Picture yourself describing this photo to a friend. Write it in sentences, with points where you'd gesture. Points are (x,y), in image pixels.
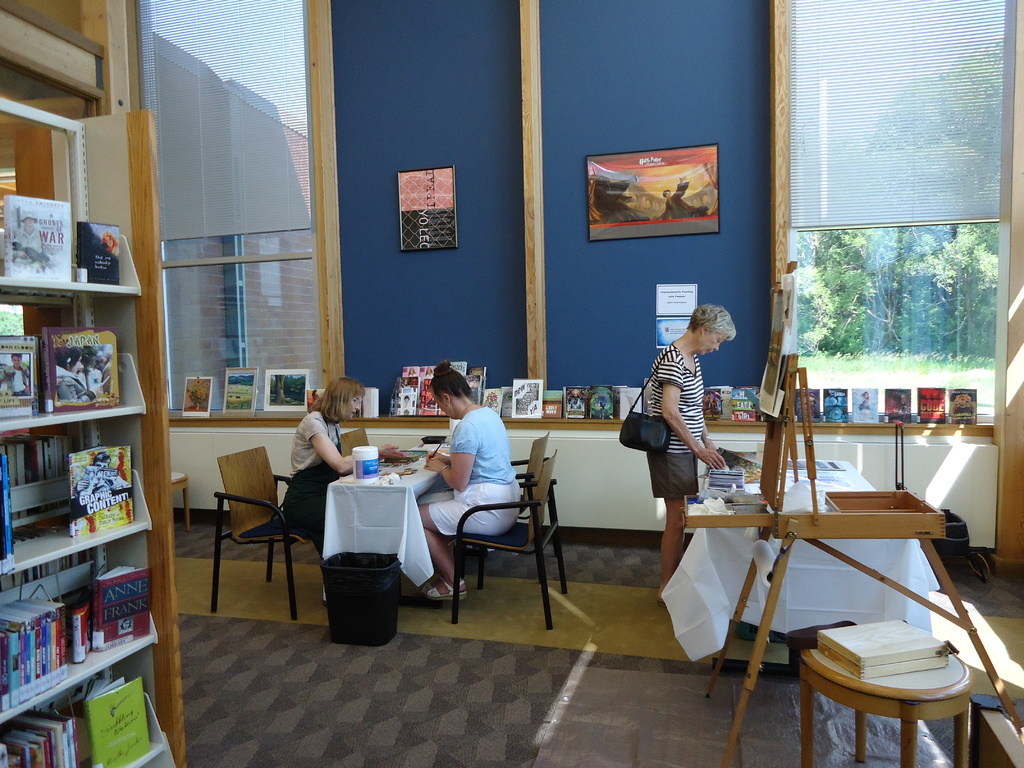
This picture is of inside the room (624,649). On the right (884,645) there is a box (890,630) placed on the top of the stool (903,715), behind that there is a table (717,504) and a Woman (689,337) wearing a sling bag (638,435) and standing. On the left (335,466) there are two women (464,465) sitting on the chairs (454,556) and there is a box (374,461) placed on the top of the table (380,511) and a basket (366,616) placed on the ground (389,717). On the left corner (86,175) there is a cabinet (116,217) of books (103,727). In the background (490,135) we can see the picture frames (620,193), wall (585,100) and the table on the top of which many number of books (862,403) are placed and there is a window (944,257) from which we can see the outside view consists of trees (958,274) and grass (895,361) and on the bottom right (845,516) there is a board (774,356) attached to the wooden stand (901,513).
